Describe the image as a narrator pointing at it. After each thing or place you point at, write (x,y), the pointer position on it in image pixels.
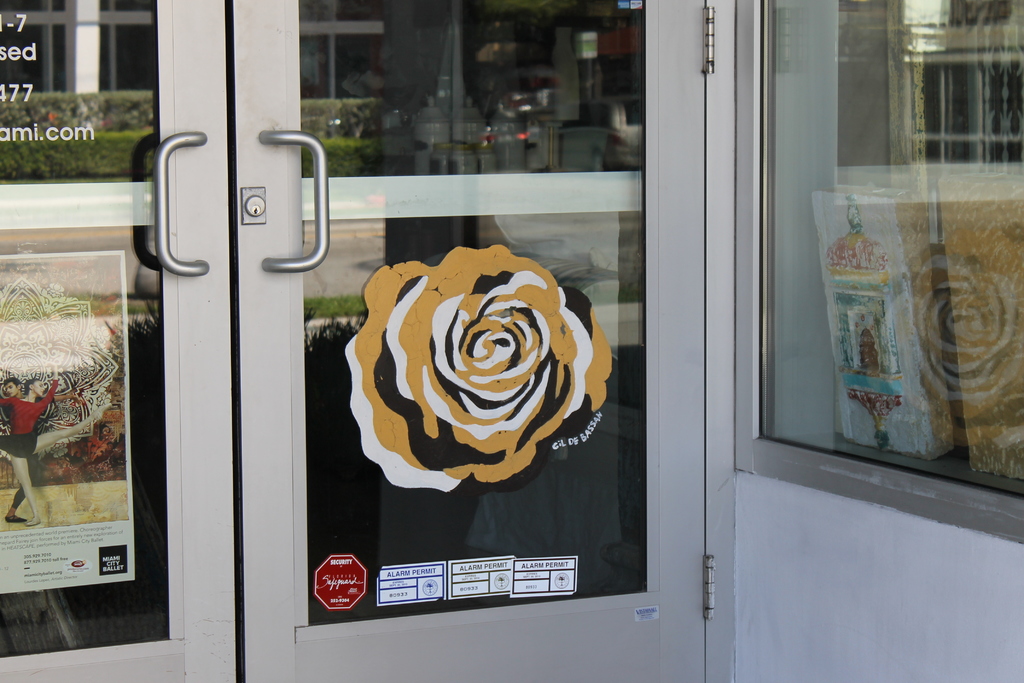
In this image I can see the glass door (495,497). I can see some papers (90,492) attached and there is a painting (401,394) on the glass (351,375). From the glass (312,397) I can see the road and the plant (96,163). I can also see the building (312,79).
